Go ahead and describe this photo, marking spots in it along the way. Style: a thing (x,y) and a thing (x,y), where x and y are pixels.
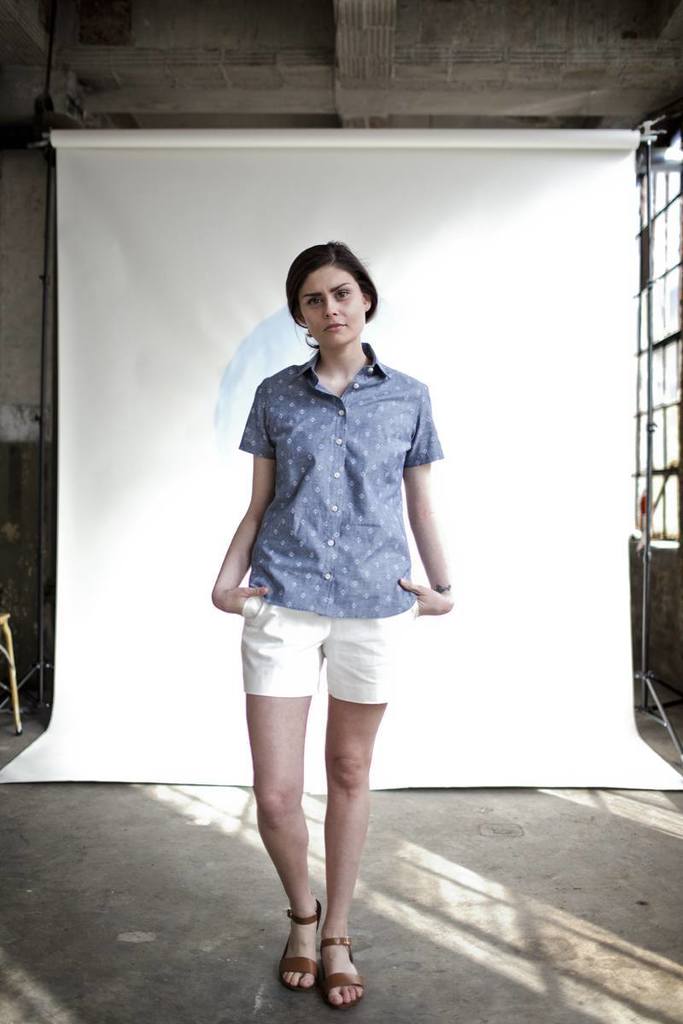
Here we can see a woman (312,943) standing on the floor (559,947). In the background (142,725) we can see a banner (207,448) and a wall (15,535).
